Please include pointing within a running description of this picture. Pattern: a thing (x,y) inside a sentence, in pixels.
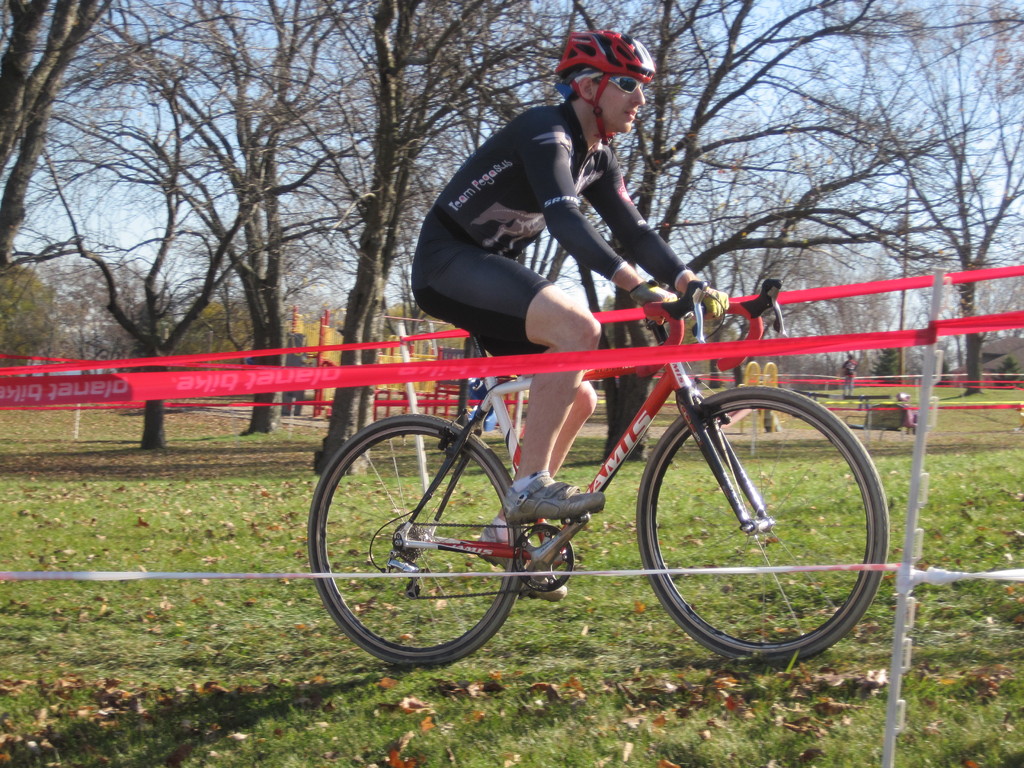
In this picture we can see a man (645,76) wore helmet (645,76), goggle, shoes (523,500) and riding bicycle (697,304) on the ground (778,549) and in the background (77,283) we can see fence (954,382), trees (757,79).
